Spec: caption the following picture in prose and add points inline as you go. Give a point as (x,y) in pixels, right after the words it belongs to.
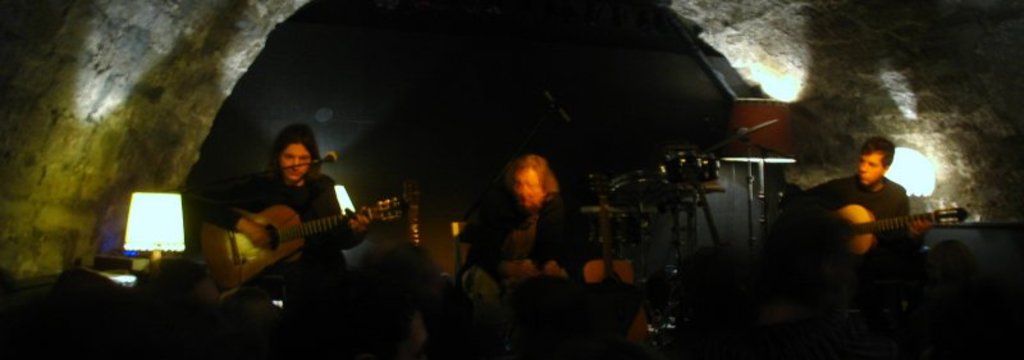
In this image I can see two people (305,206) are playing guitar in front of a microphone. I can also see that few lamps (143,199) and a wall (63,153).
